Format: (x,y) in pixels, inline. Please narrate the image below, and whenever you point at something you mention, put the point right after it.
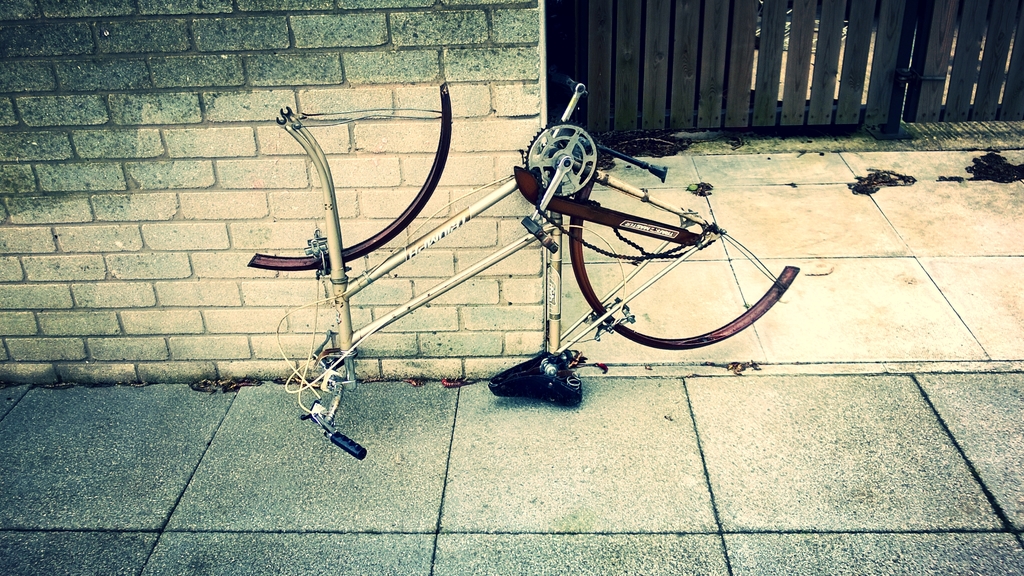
In this image there is a damaged bicycle (576,222) near the wall (543,316) and there a fence (832,90).
